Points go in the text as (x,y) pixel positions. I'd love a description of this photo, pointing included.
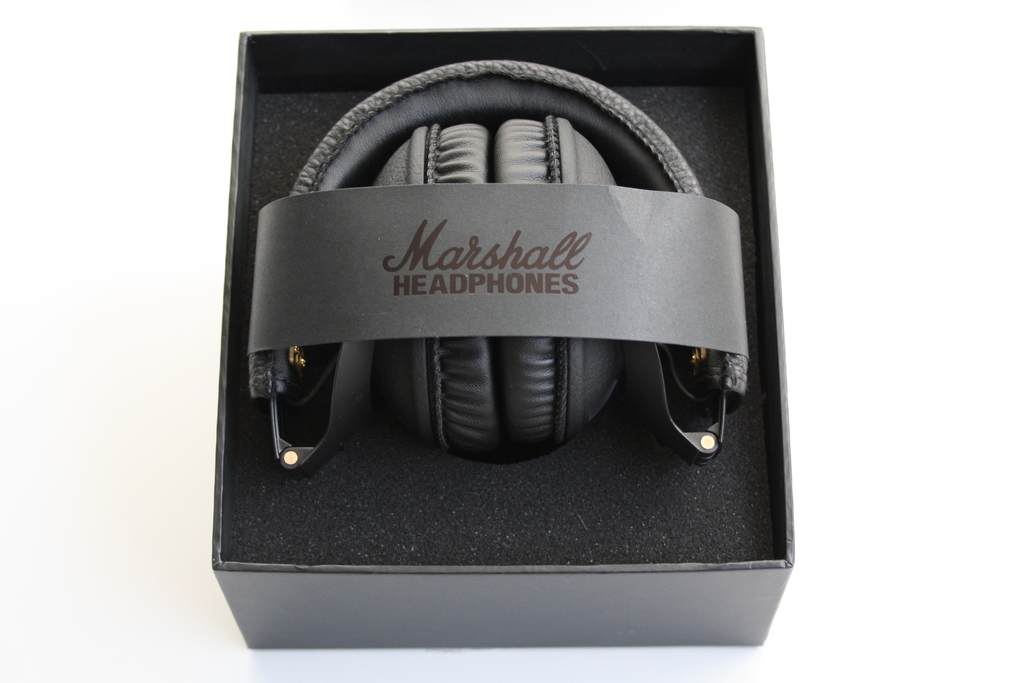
In this image, we can see headsets (609,384) in a box (248,179). Here we can see sponge (531,507) and paper (493,251). On the paper (519,319), we can see some text (479,288). This box (373,609) is placed on the white surface (881,16).
